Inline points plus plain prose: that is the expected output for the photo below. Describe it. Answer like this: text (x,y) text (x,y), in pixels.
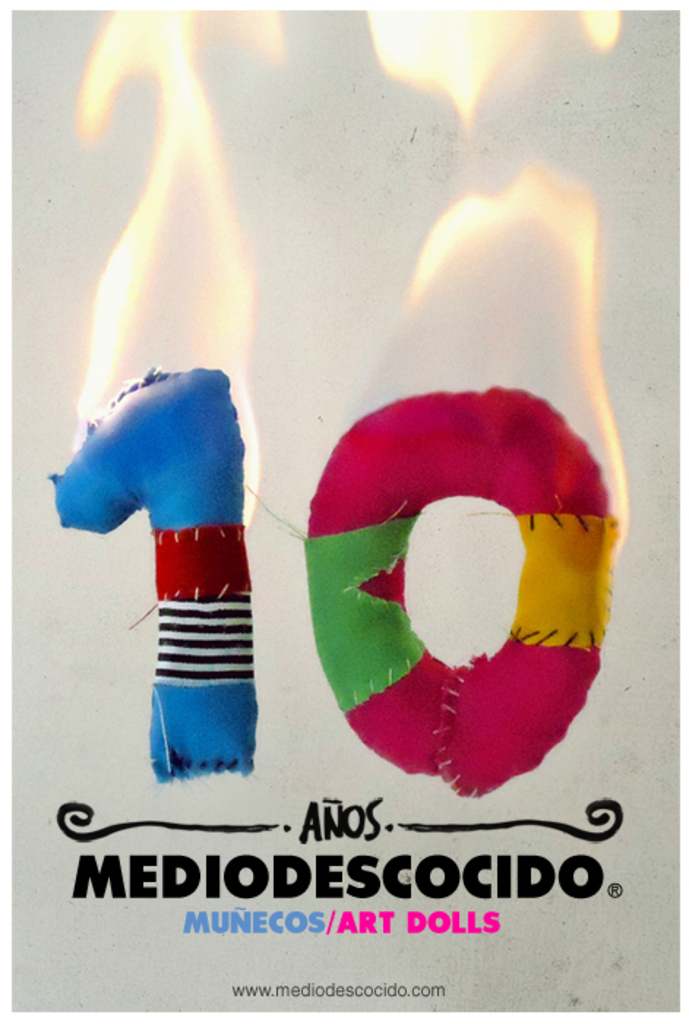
In this picture I can see there are few pieces of cloth (193,576) and they are in form of a number (439,460) and the fire (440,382) is put on them. There is something written at the bottom of the image (245,919).
